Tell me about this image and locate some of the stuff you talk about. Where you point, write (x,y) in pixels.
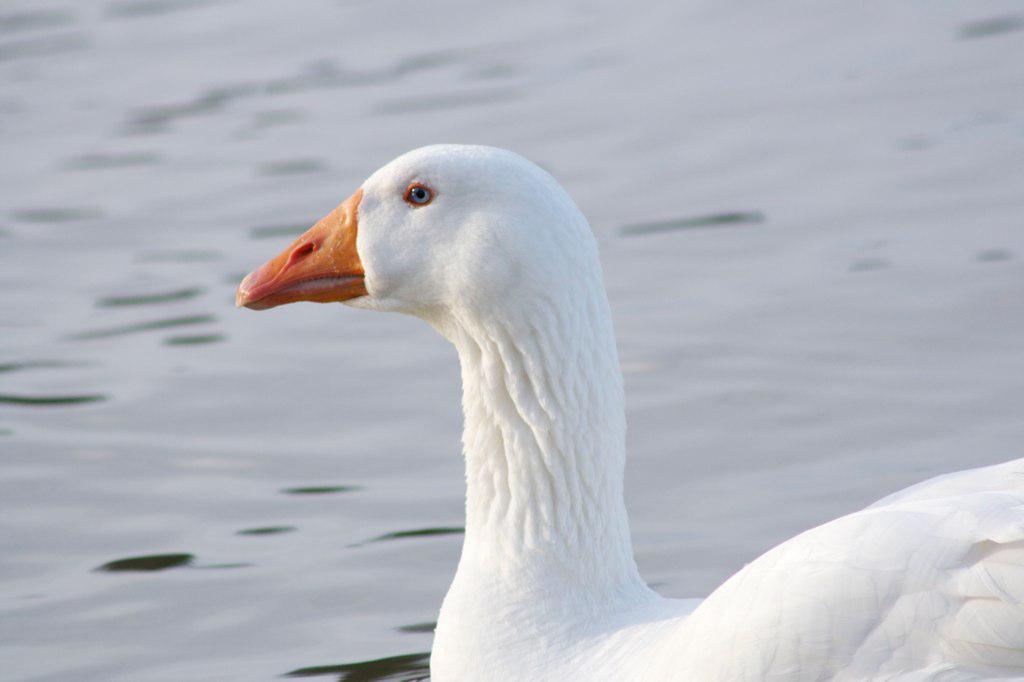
In this picture we can see a bird (907,620) on the water (787,115).
